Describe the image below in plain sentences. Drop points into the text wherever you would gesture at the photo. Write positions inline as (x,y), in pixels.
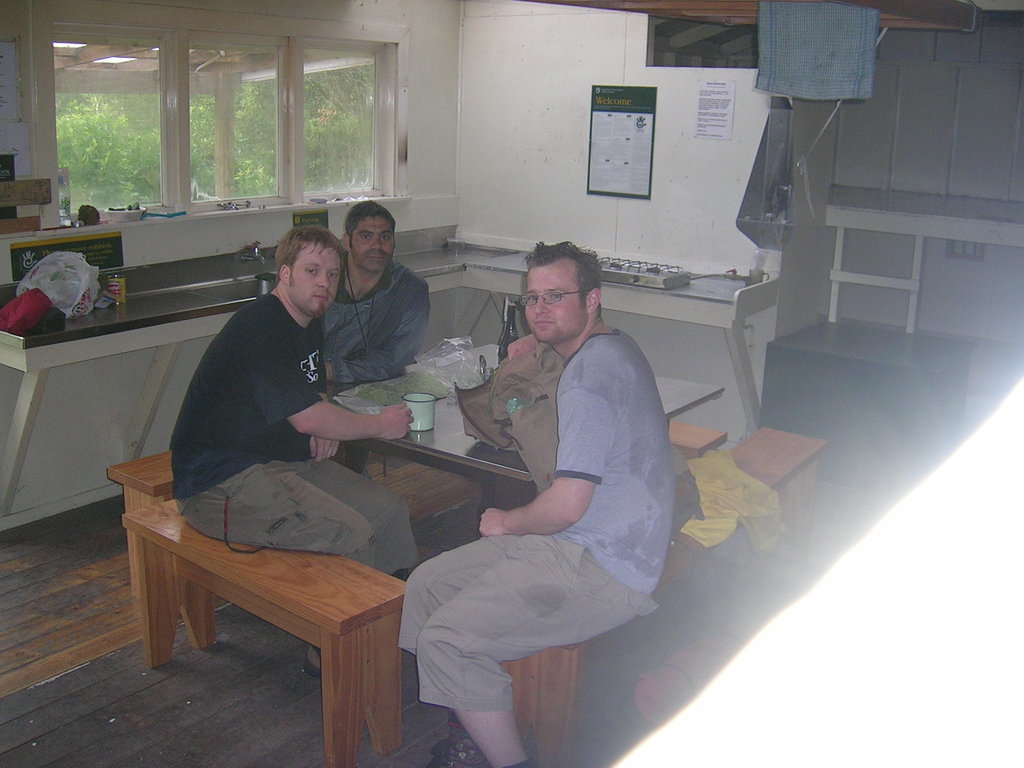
In the image we can see there are people (306,402) who are sitting on chair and on table (421,432) there is coffee mug (431,400) and plastic paper (432,381).
